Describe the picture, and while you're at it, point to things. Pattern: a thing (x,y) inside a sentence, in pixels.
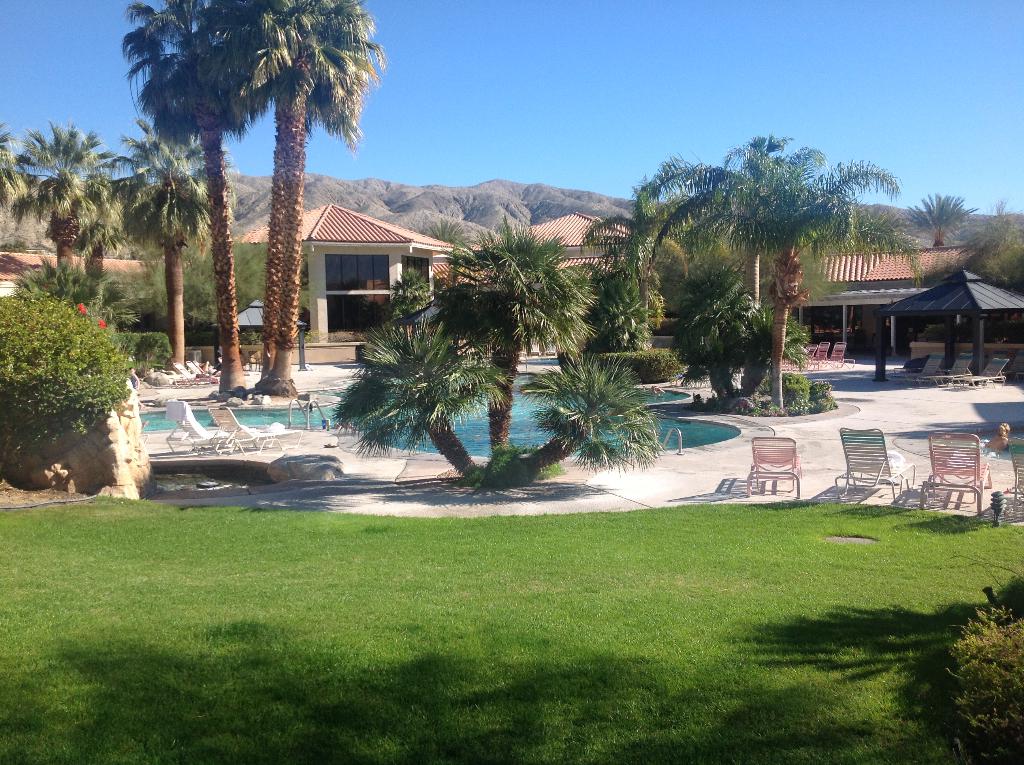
At the bottom of the image (201,748) we can see grass (138,515). In the middle of the image (545,468) we can see some chairs (953,442), trees (522,251), plants (28,277), swimming pool (985,438) and buildings (308,218). Behind them we can see some hills (236,217). At the top of the image (516,139) we can see the sky (929,161).
